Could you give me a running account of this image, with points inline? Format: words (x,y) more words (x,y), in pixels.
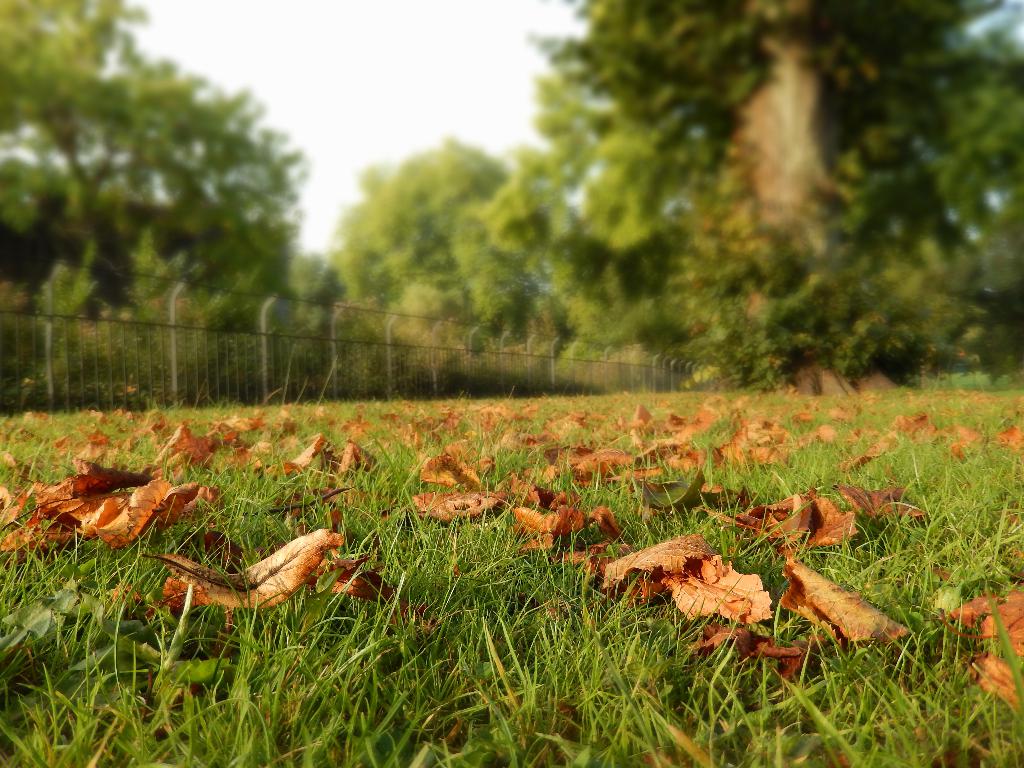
In this picture we can see dried leaves (527,418) on grass (836,405), fence (290,339), trees (443,176) and in the background (394,152) we can see the sky (371,141).
